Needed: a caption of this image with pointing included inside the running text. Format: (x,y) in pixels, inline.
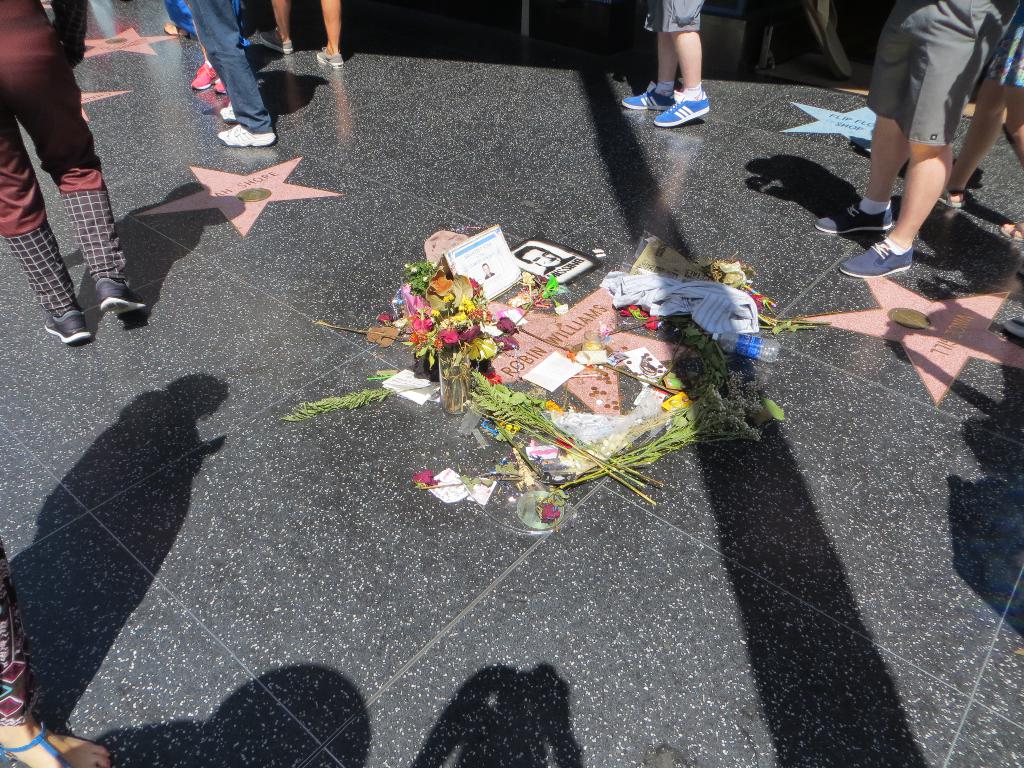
In the middle of the image (458,399) on the floor (411,363) there are flowers (431,363) with vase (458,399), leaves (467,291), cloth (705,298), bottle (759,341) and person images (481,264). And also there are star shapes (255,185) on the floor (558,139). And we can see the legs (4,85) of the people (72,174). And also there are shadows (89,503) of the people (23,85) and a pole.
